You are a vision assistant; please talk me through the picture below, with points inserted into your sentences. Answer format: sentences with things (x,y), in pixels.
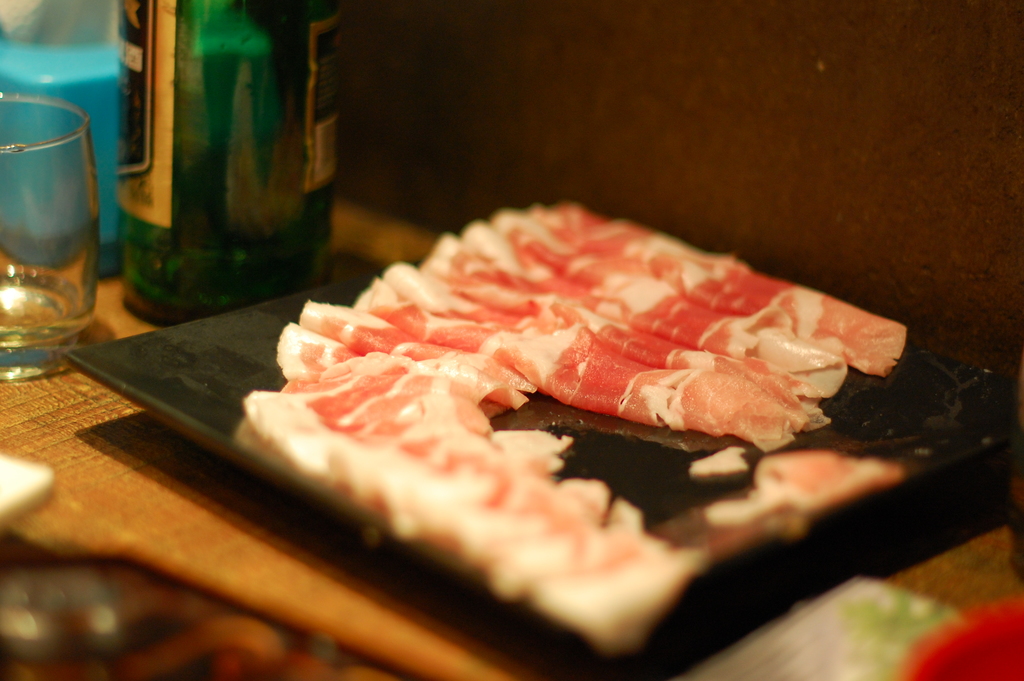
This is a table (131,518) where a wine bottle (332,2), a glass (36,361) and a plate (193,358) meat (518,338) are kept on it.
